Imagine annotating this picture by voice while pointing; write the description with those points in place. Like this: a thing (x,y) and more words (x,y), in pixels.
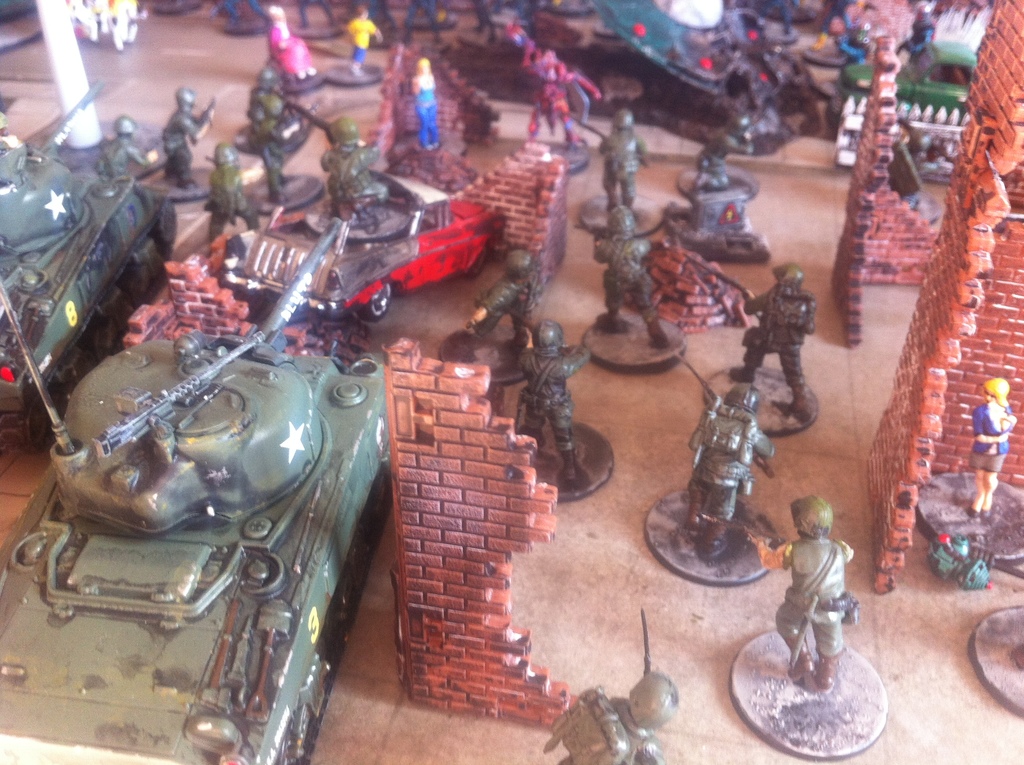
In this picture we can see toys (266,473) of persons (280,54), vehicles (71,210), brick walls (412,404) and some objects (673,126) on a platform (672,146).
